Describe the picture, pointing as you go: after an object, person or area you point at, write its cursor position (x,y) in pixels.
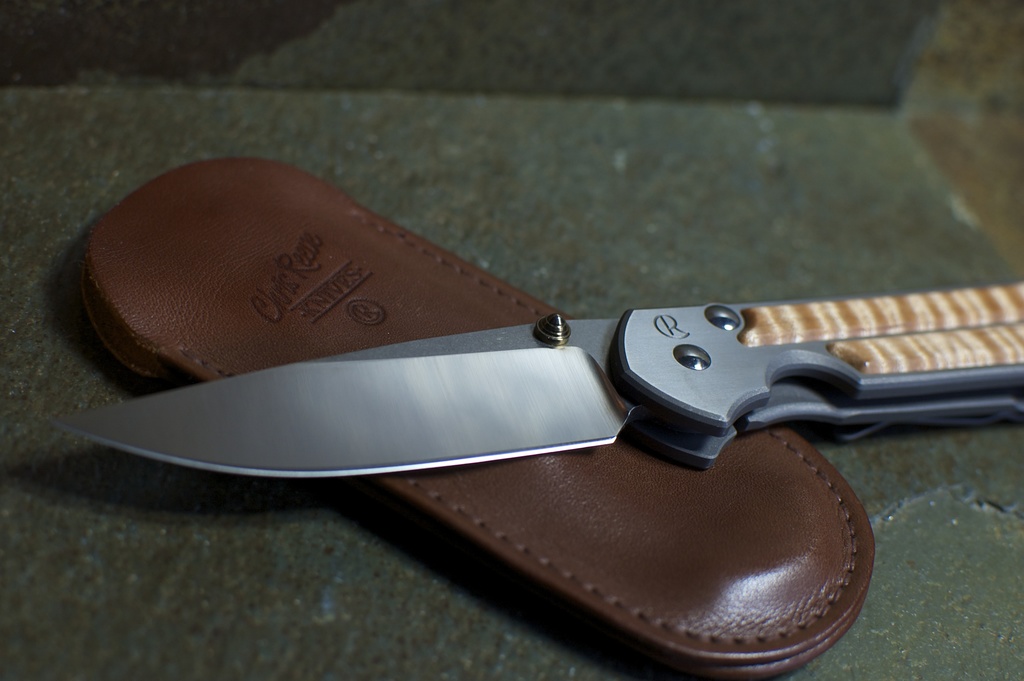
Here we can see a knife (554,390) and leather object (287,252).
